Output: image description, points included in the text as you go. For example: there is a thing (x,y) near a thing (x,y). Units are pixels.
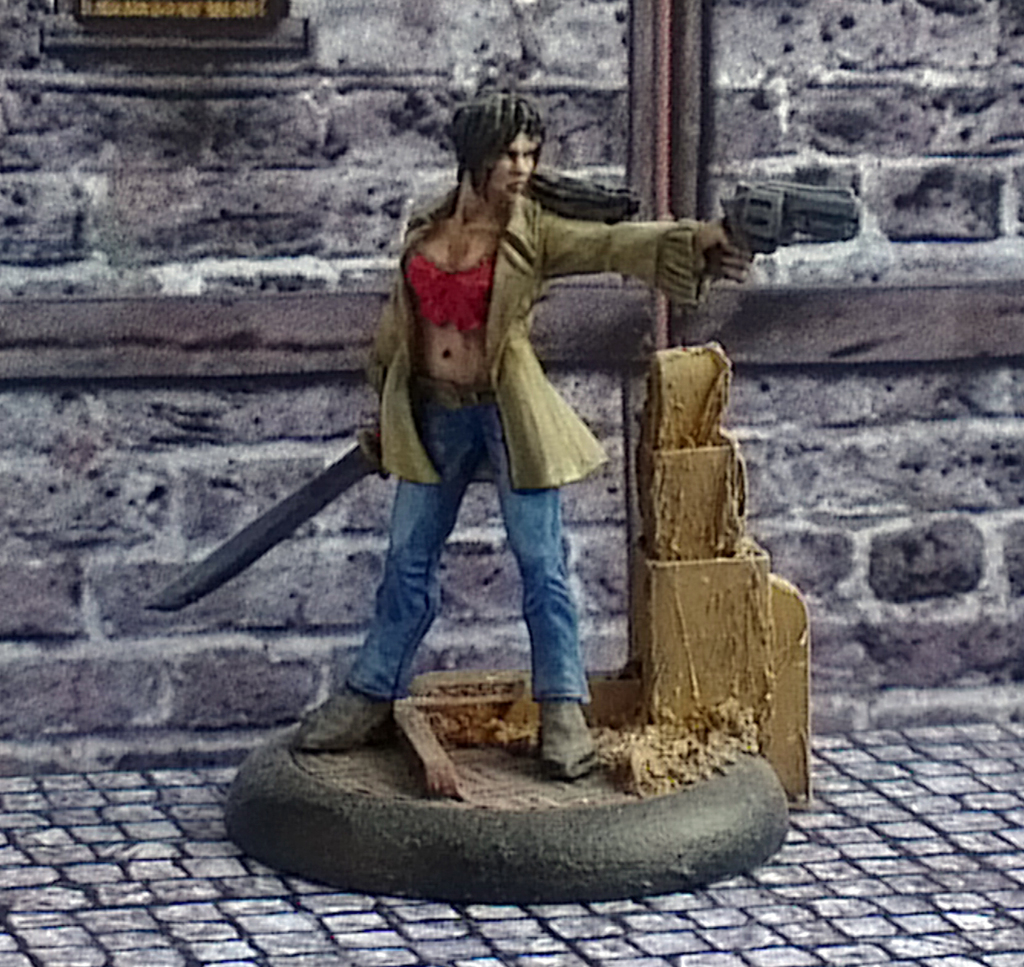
In this image we can see a woman (511,339) standing on a floor (430,727) holding knife (233,556) in her hand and gun (819,215) in the other hand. In the background (1006,601), we can see the wall (296,74) and a window (209,27).
